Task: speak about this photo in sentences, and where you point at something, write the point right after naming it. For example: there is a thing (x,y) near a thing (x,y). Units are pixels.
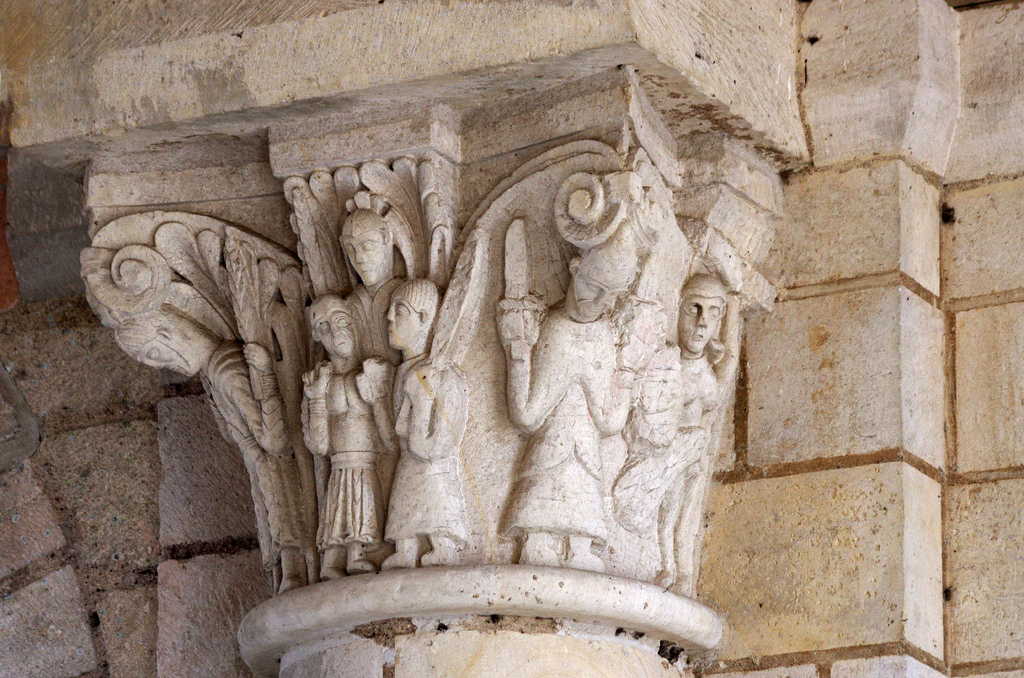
In this image, I can see sculptures (497,370) on a wall (739,495). This image taken, maybe during a day.
